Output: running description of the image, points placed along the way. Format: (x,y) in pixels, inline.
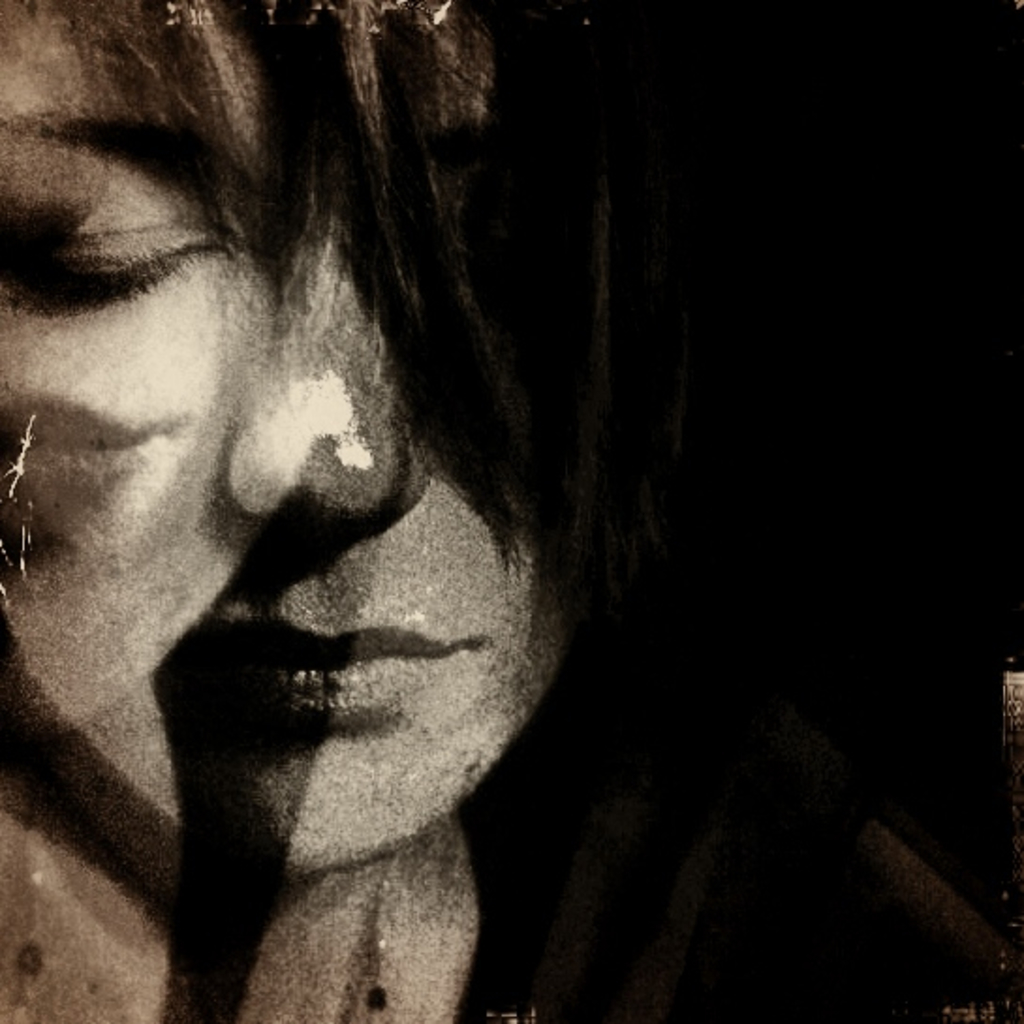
In this picture we can see a person (673,381). In the background of the image (759,456) it is dark.
